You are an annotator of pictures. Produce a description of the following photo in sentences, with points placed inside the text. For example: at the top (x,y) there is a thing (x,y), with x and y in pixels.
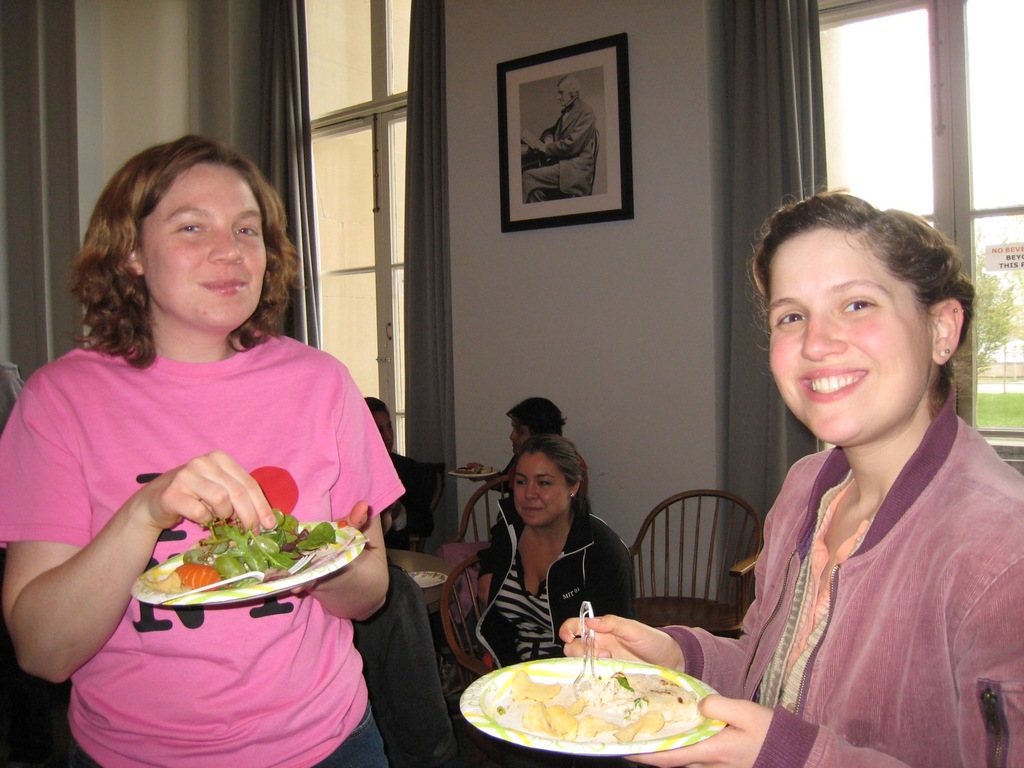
In this image there are people (826,467), picture (547,125), windows (346,78), curtains (727,166), chairs (664,607), table (439,564) and objects (449,546). Among them three people (518,439) are holding plates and two people (831,751) are standing. Picture (606,161) is on the wall (695,147). Through the window (908,170) I can see a tree (991,313) and grass (994,420). Sticker (998,265) is on the window (994,277).
